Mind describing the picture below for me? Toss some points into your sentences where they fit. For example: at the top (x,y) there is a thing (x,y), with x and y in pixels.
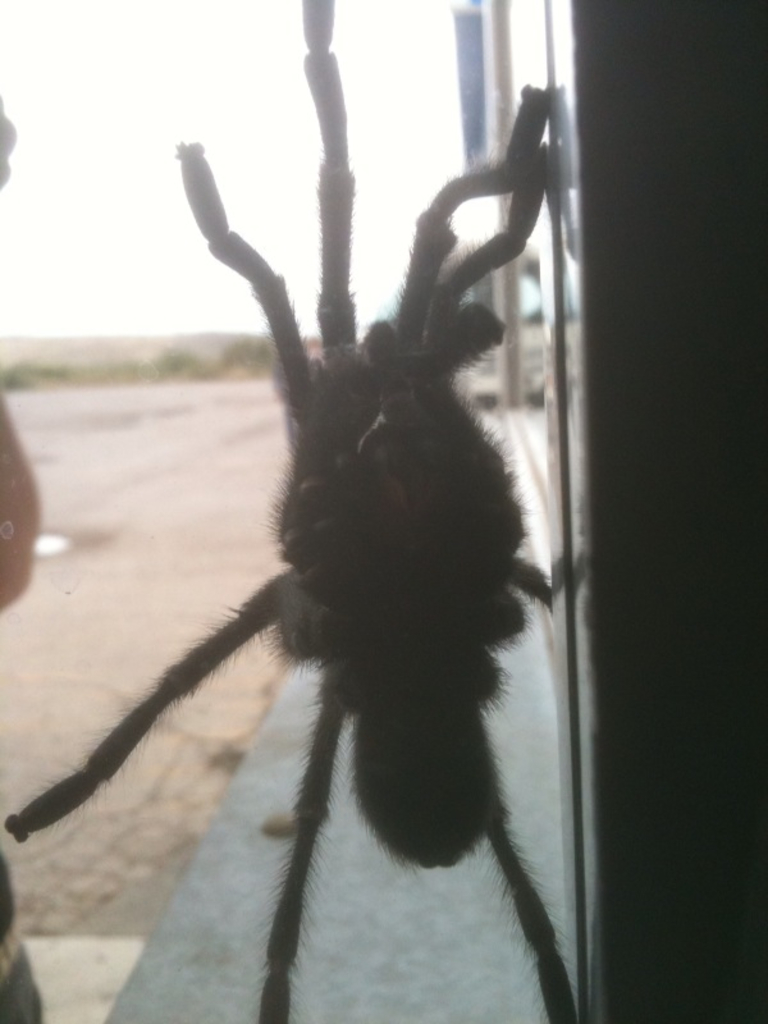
In this image we can see an insect (307,7) and an object (576,88). In the background (248,542) we can see ground (177,406) and sky (210,296).
